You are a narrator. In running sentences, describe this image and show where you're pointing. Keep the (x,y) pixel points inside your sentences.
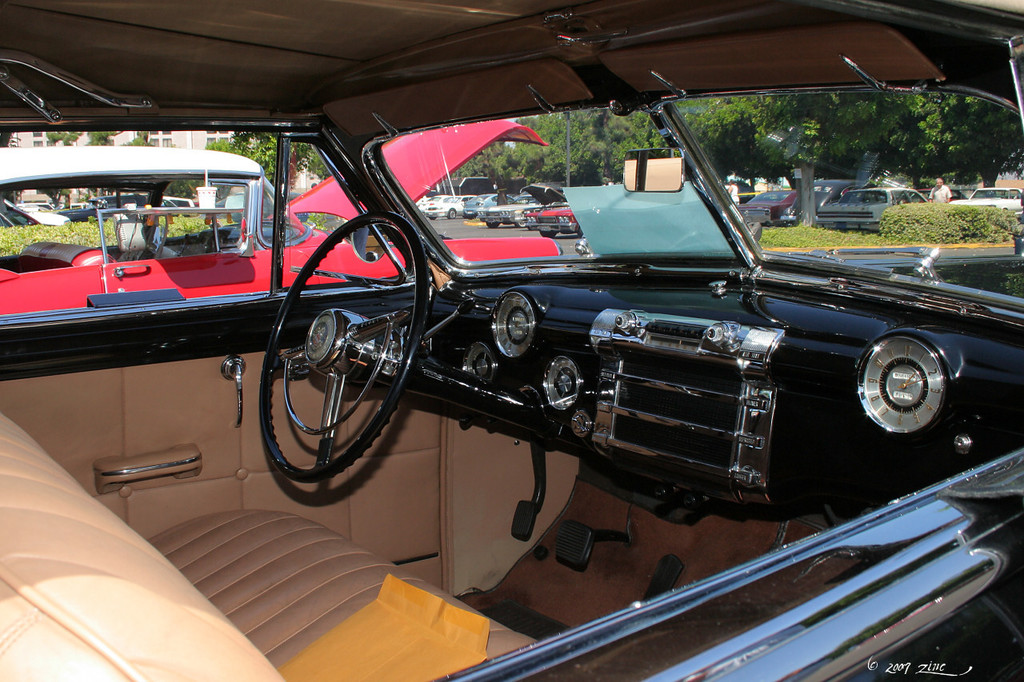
In this picture we can see a steering wheel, cars (288,220) on roads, buildings (123,134), trees (912,166) and a person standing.
